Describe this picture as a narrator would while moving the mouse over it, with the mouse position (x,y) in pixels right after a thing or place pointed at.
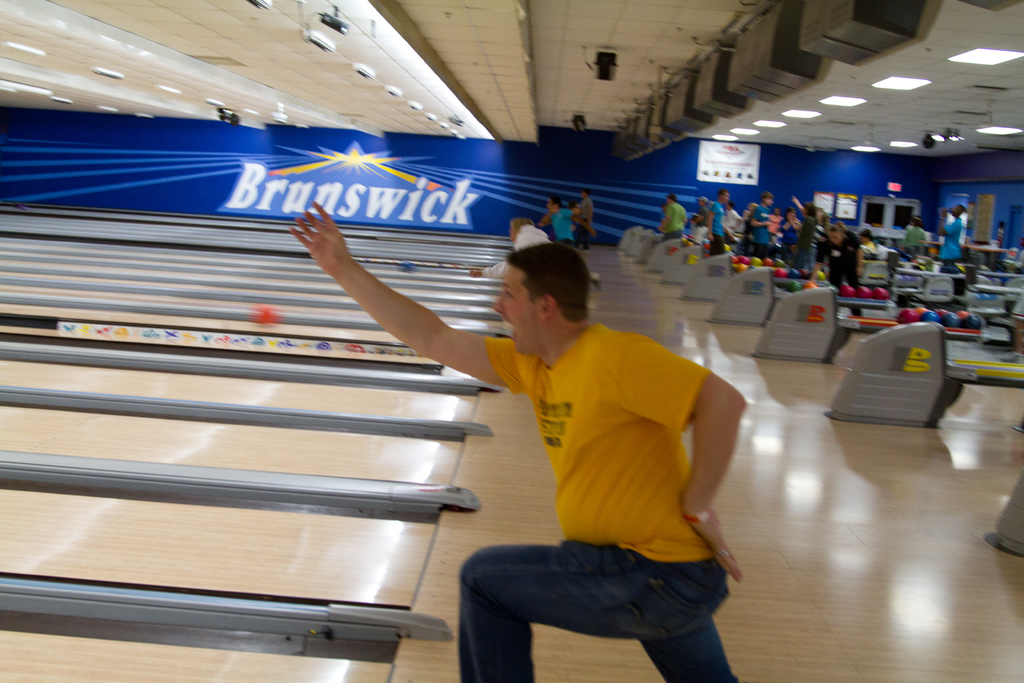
In this image I see number of people (580,215) and I see the bowling platform (253,381) over here and I see number of balls (853,293) which are colorful. In the background (31,148) I see the wall (429,178) which is of blue in color and I see something is written over here and I see the lights (60,101) on the ceiling (933,64).
